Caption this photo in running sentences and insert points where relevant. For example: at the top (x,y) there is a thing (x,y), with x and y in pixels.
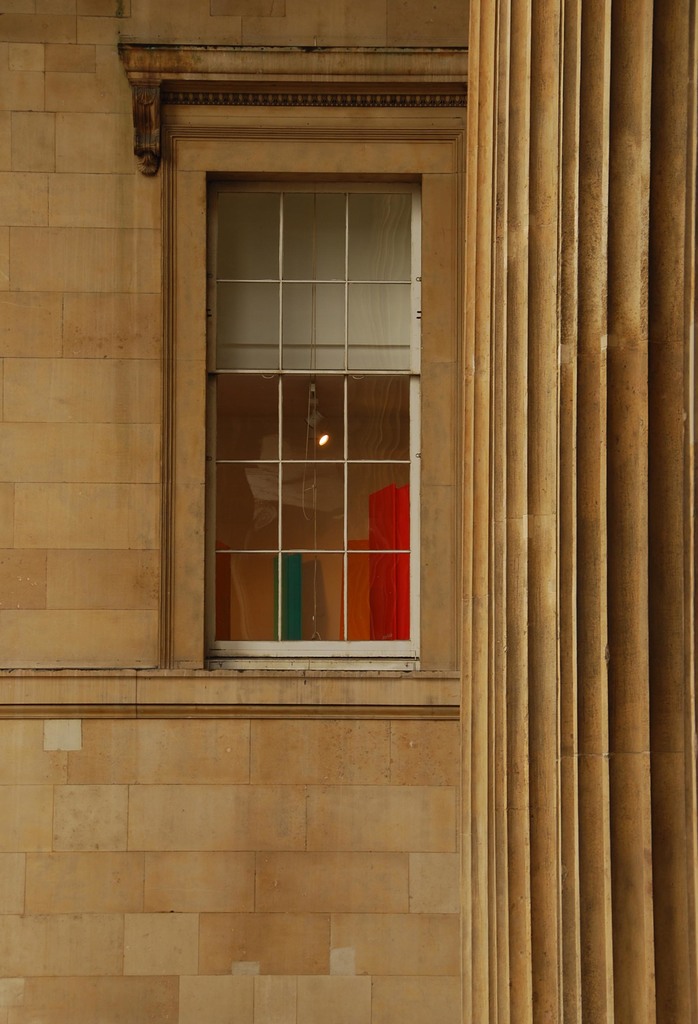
In this picture we can see wall (398,709) and glass window (370,556), through glass window (307,521) we can see light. On the right side of the image (545,643) it is looks like a pillar (487,696).
